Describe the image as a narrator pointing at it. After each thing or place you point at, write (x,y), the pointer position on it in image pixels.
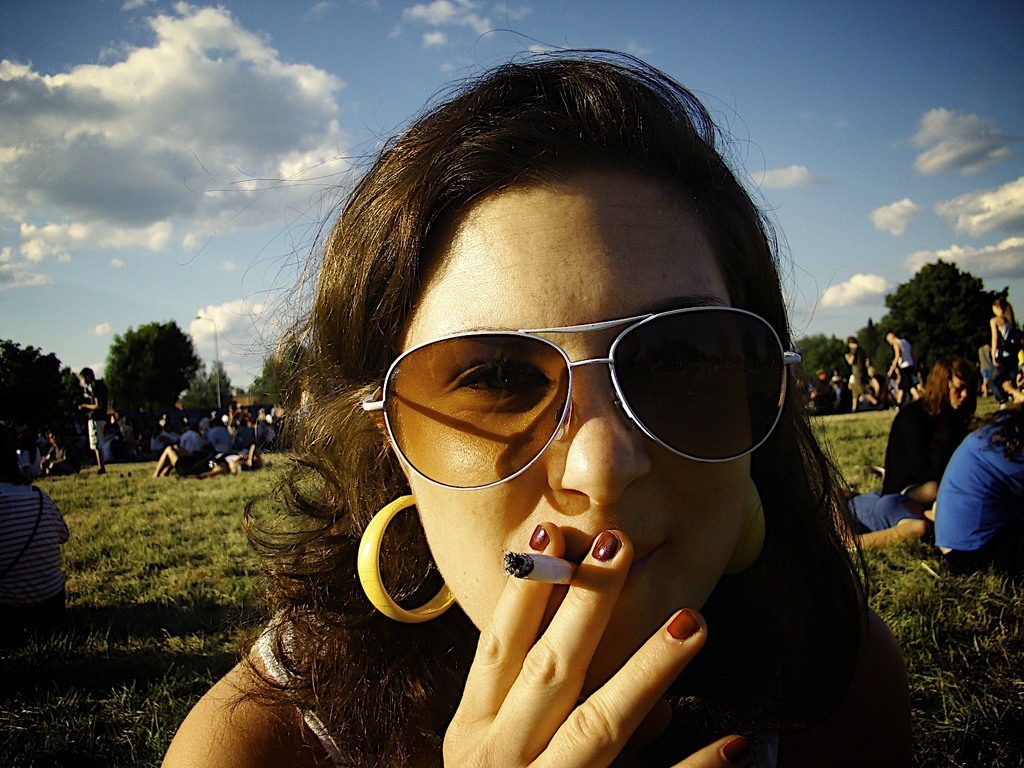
In the image in the center (607,485), we can see one woman (574,647) holding a cigarette (555,563). In the background (138,148), we can see the sky (352,116), clouds (165,143), trees (145,334), grass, few people (955,449) are sitting and few people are standing.
